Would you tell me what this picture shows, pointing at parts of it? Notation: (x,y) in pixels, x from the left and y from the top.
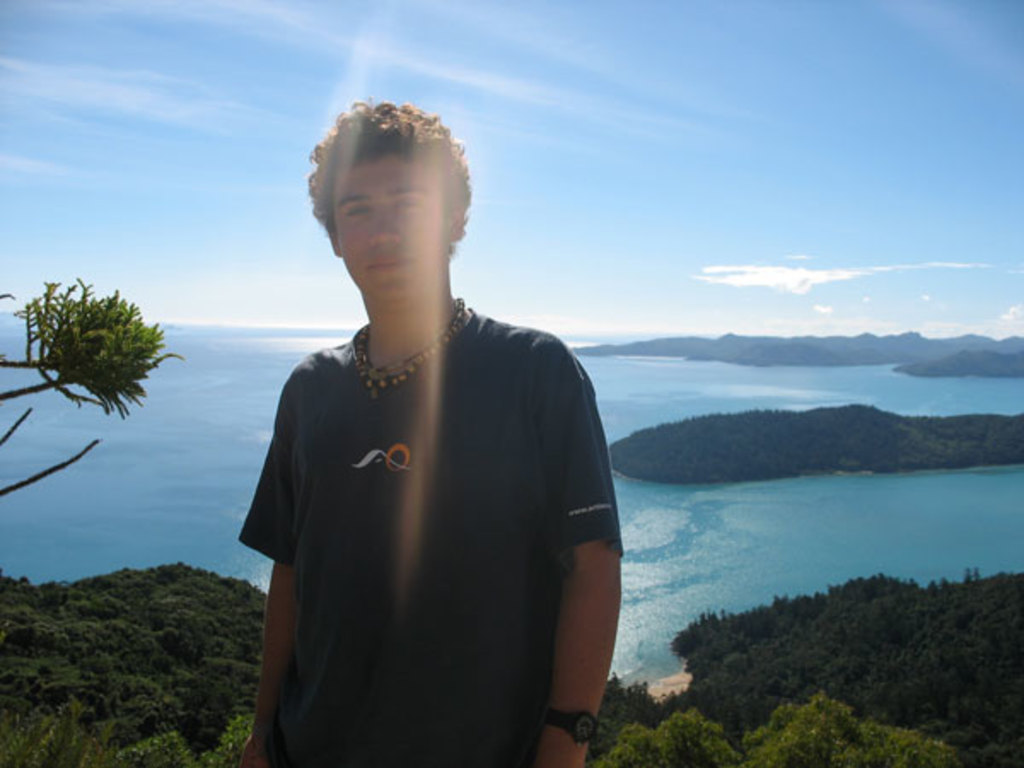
In this image I can see the person (427,503) with the dress (419,588). In the background (235,688) I can see the plants (780,718), water (833,498), tree (32,393), mountains (767,446), clouds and the sky (224,252).
